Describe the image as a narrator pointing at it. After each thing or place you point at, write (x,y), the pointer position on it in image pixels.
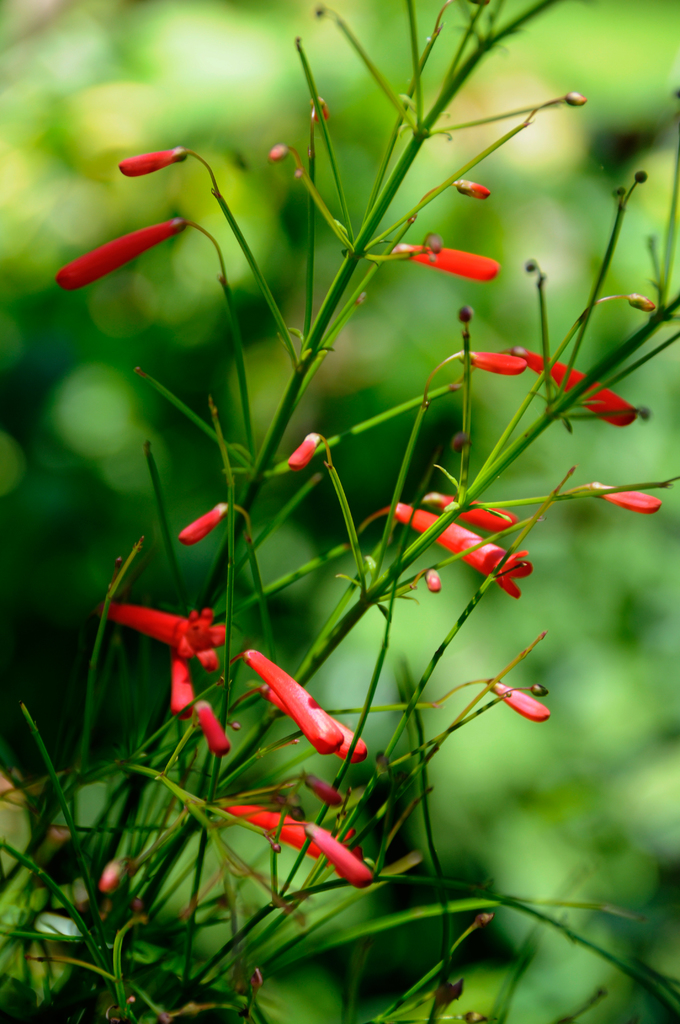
As we can see in the image in the front (225,947) there are plants (377,777) and red color flowers (177,640). The background (118,329) is blurred.
